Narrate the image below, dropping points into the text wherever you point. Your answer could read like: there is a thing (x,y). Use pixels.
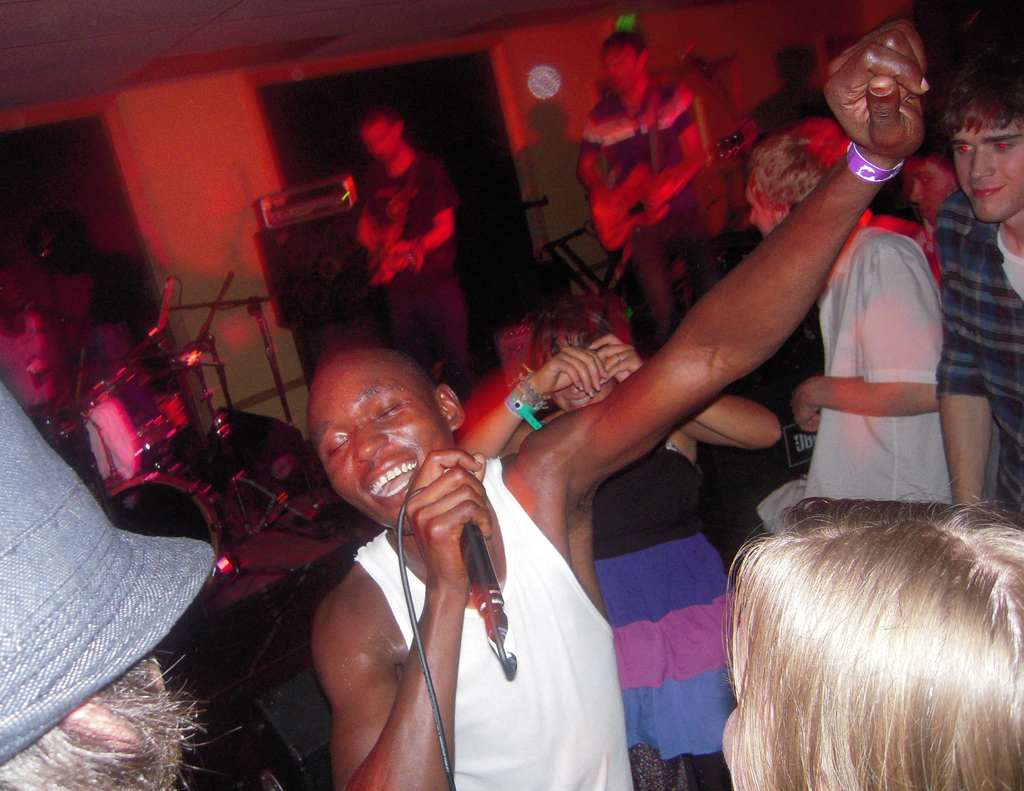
In this image we can see this person (440,587) wearing white T-shirt (404,627) is holding a mic (491,623) and smiling. Here we can see these people (639,484) are standing on the floor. In the background (386,217), we can see these two persons (688,122) are holding the guitars (637,228) and playing it and we can see drums (175,472). Here we can see the red color light (186,146) and the wall (272,74).
